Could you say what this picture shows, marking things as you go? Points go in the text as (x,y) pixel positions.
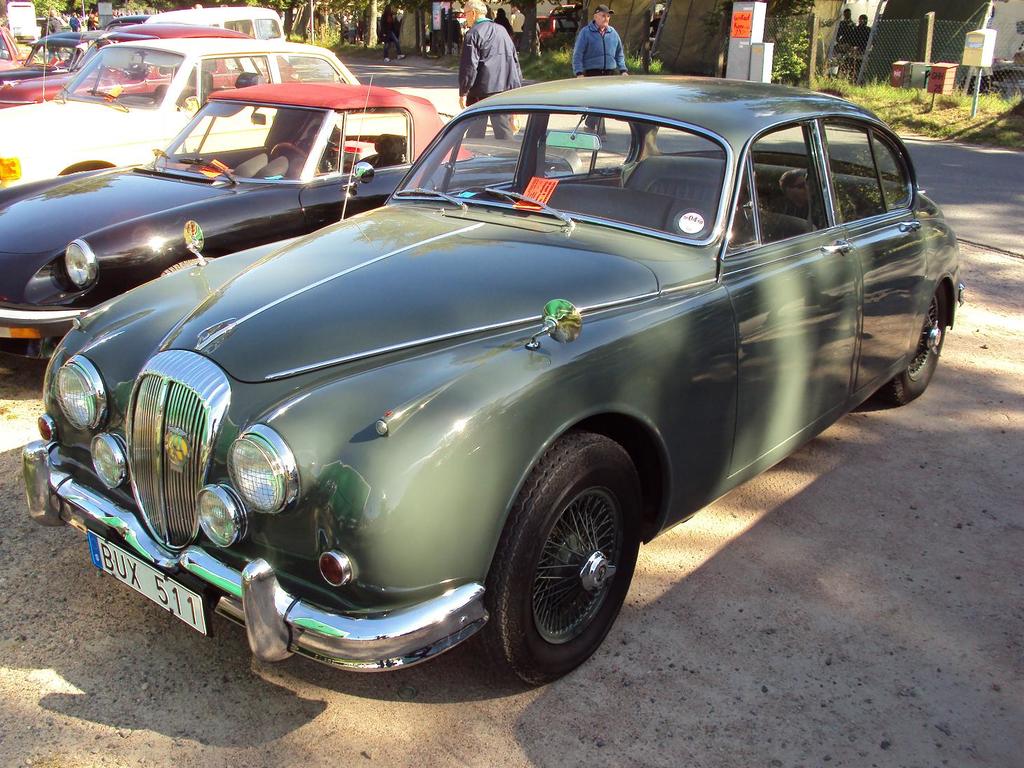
There are vehicles (273,25) in different colors parked on the ground (877,474). In the background (622,54), there are persons (622,54), there is a road (438,71), and there are trees (161,2), plants (789,28) and grass (943,96) on the ground (883,108).
